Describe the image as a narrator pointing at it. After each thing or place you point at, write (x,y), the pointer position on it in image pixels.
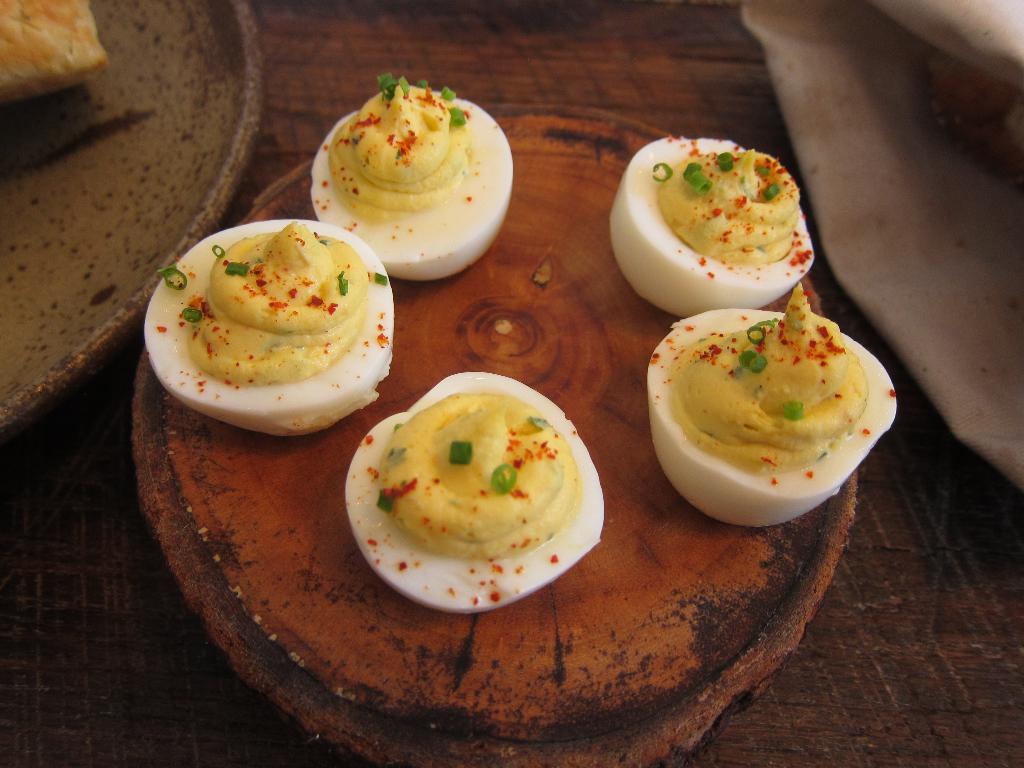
In this picture there are eggs (263,248) on a wooden tray (419,645).
